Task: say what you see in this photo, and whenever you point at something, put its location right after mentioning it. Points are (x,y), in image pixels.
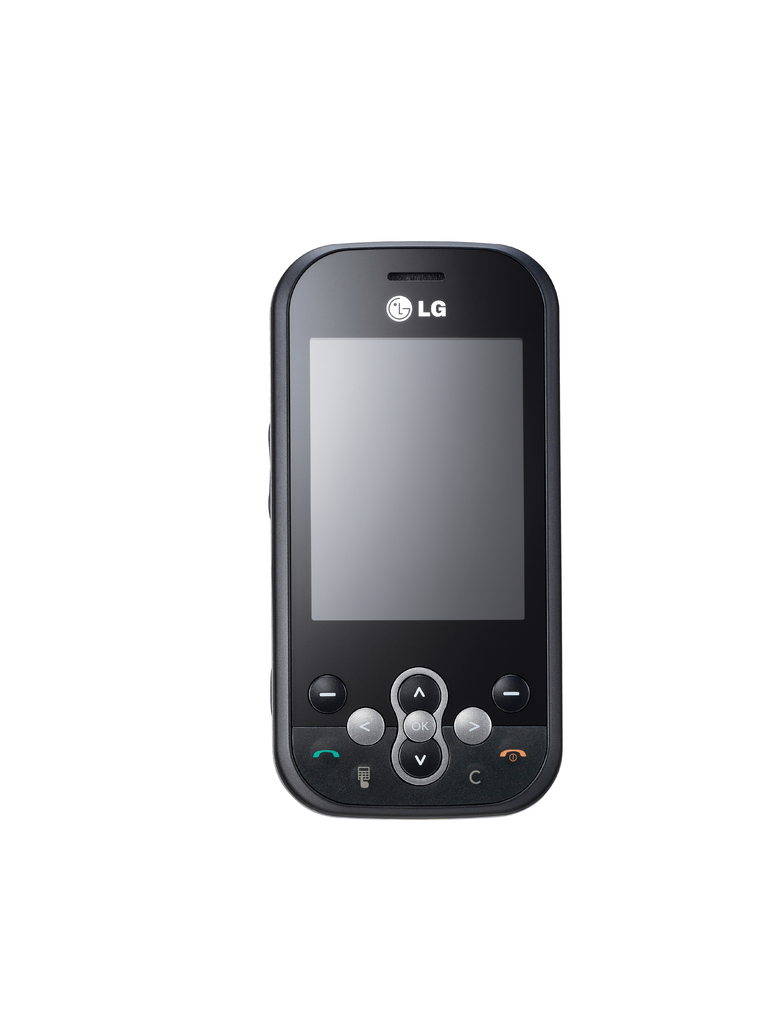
In this image we can see a mobile phone (362,675) with buttons (347,728), speaker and screen (457,550). In the background of the image (764,923) there is a white background (267,635).
